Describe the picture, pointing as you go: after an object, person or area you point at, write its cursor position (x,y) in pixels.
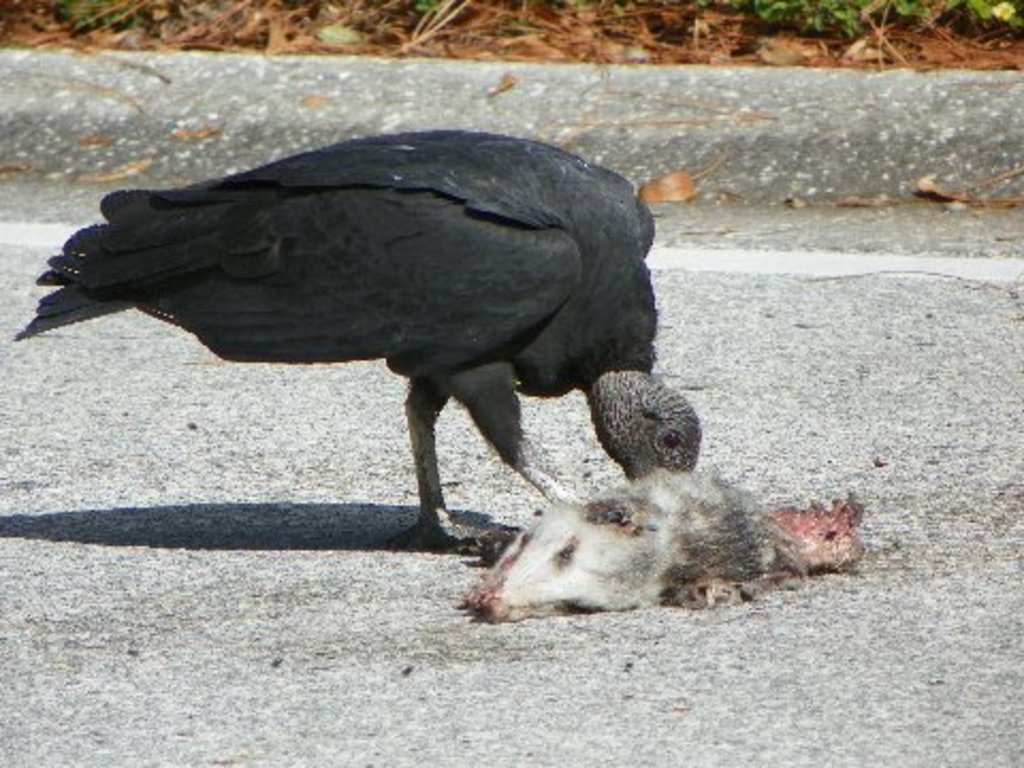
In this image we can see a bird (356,269) eating a dead animal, in the background (114,45) there are some leaves (831,59) and plants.
